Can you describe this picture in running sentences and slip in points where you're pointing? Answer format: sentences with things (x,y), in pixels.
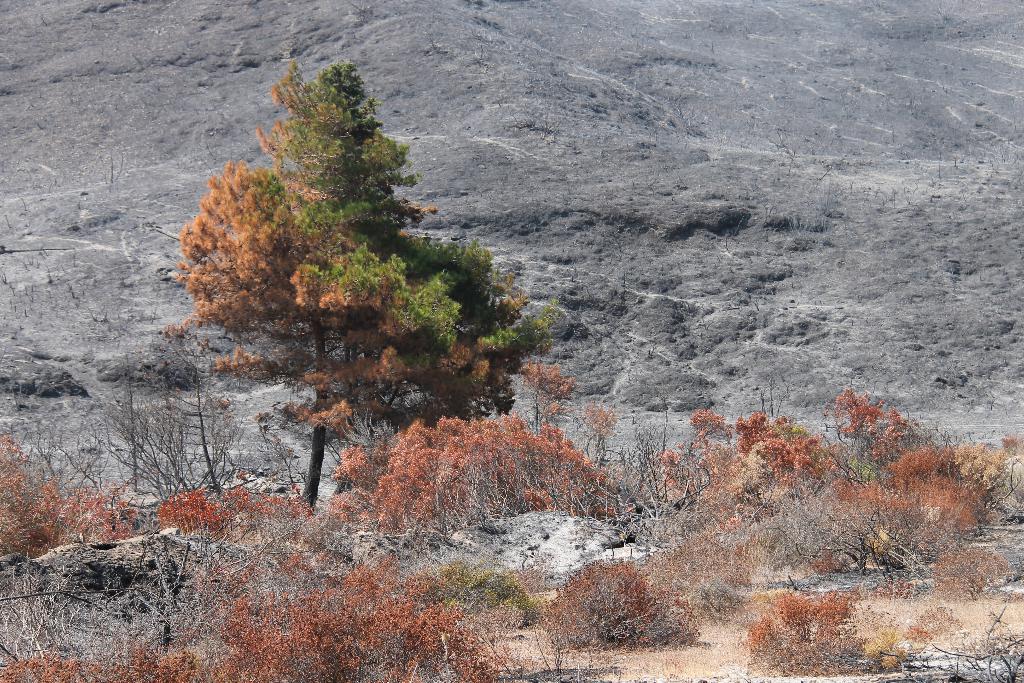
In this picture I can see bushes (635,470) in the foreground (429,579). I can see trees (316,389). I can see the hill (612,257) in the background (623,251).
